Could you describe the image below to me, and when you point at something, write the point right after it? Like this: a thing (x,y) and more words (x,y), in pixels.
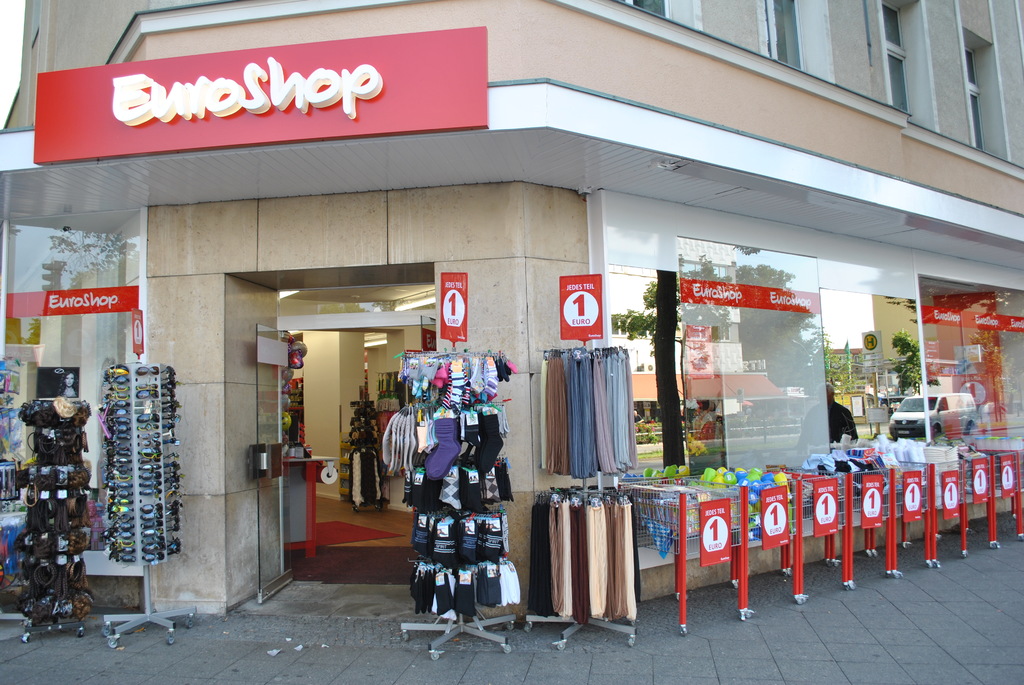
In this picture I can see clothes (554,513), pairs of socks (440,541) and some other items (41,405) hanging to the hangers (423,405), there are spectacles (161,475) arranged in an order, there are trolley baskets (891,502) with some items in it, there are boards (949,512), a building (988,413), there is a table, mat (329,565), lights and some other items (375,402) inside a building (219,452), there are vehicles (970,421), trees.
